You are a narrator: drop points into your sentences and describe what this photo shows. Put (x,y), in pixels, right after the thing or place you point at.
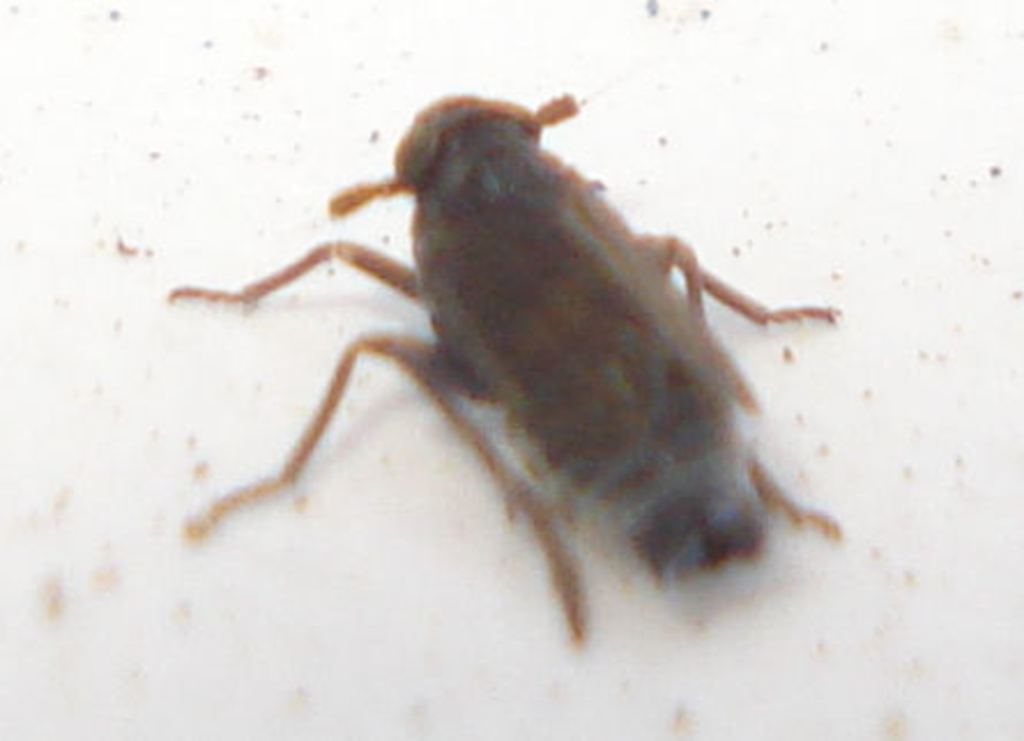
In this picture there is a cockroach (611,217). At the bottom (621,619) it looks like a marble (848,180).
